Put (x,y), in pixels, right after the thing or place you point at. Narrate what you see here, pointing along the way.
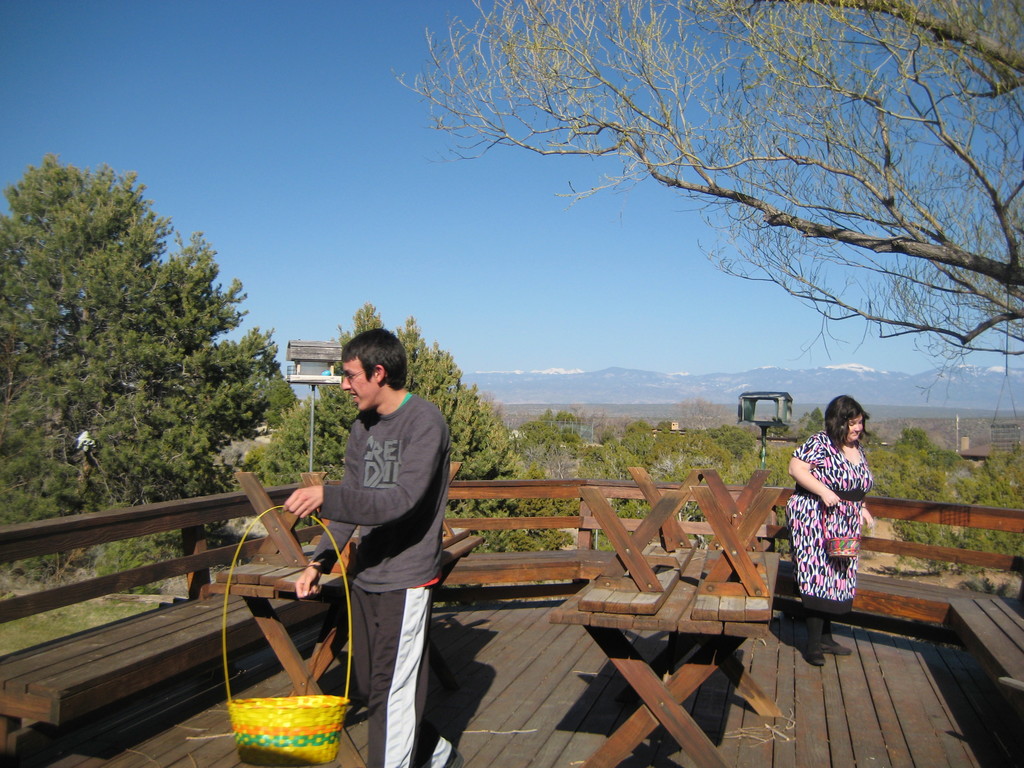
These two persons (815,562) are standing and holding basket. We can see bench (974,645) and floor (478,681). On the background (338,457) we can see trees (937,535), sky (326,195).
